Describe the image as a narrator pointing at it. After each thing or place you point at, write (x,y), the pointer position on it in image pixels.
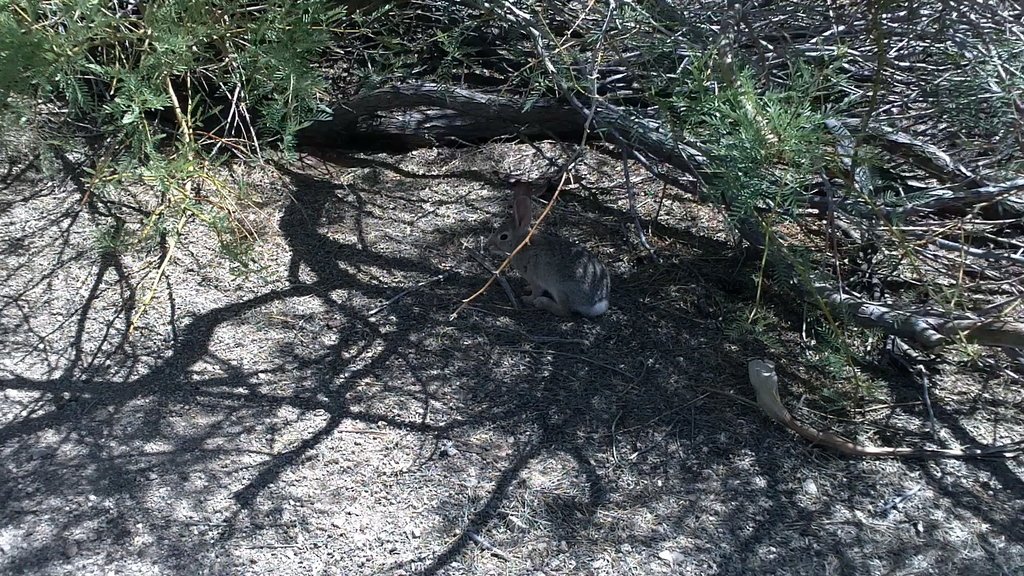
In this image we can see a rabbit (516,242). Also we can see branches (186,131) of trees (571,87) with leaves (324,83).
